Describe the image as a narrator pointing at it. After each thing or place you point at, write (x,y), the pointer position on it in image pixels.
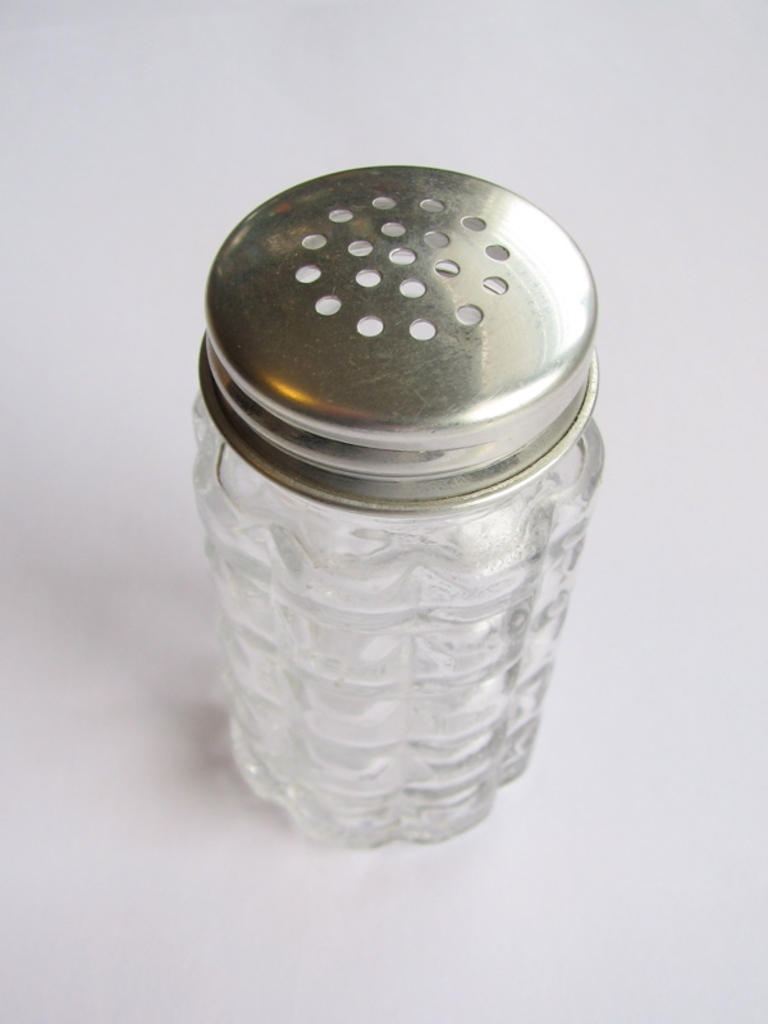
In this image I can see a jar (259,775) to which there is a lid (394,434).
